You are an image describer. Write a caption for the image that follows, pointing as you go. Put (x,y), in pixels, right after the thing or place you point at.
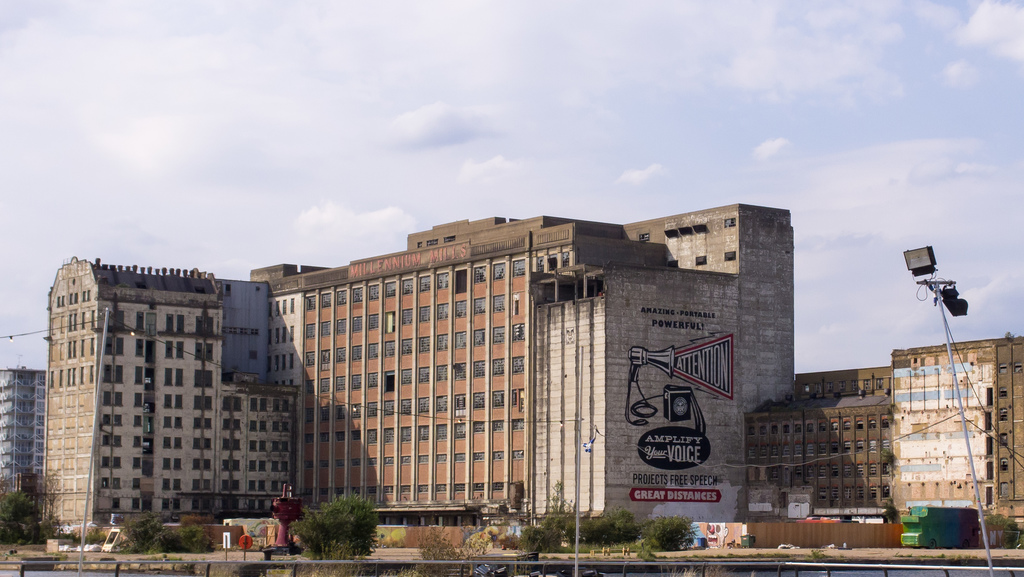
In this image there are buildings (498,338) with paintings (633,407) on it, in front of the buildings (721,416) there are lamp posts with cables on it, there are trucks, trash bins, trees (3,535), bushes (330,518) sign boards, metal rod fence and some other objects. At the top of the image (478,90) there are clouds (478,90) in the sky (713,145).
